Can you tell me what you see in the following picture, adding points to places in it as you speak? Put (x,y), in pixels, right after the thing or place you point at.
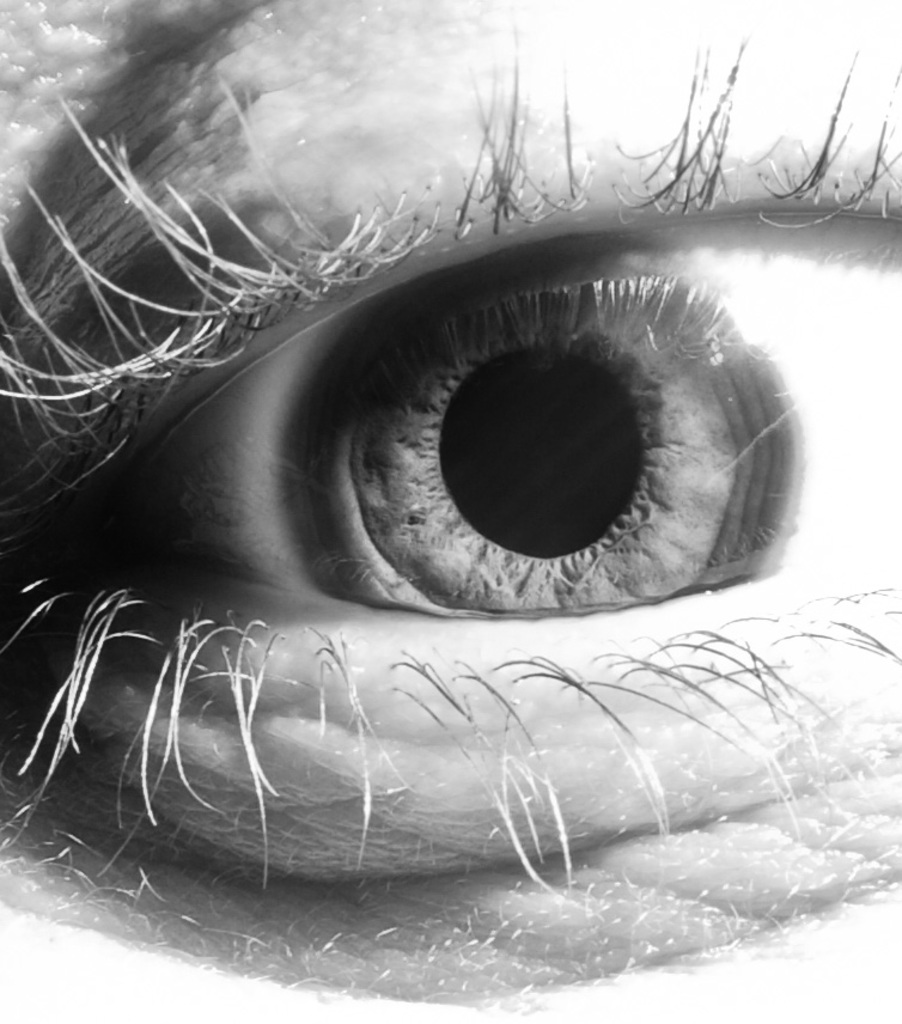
In the picture, it is a zoom in image of an eye (417,251).
